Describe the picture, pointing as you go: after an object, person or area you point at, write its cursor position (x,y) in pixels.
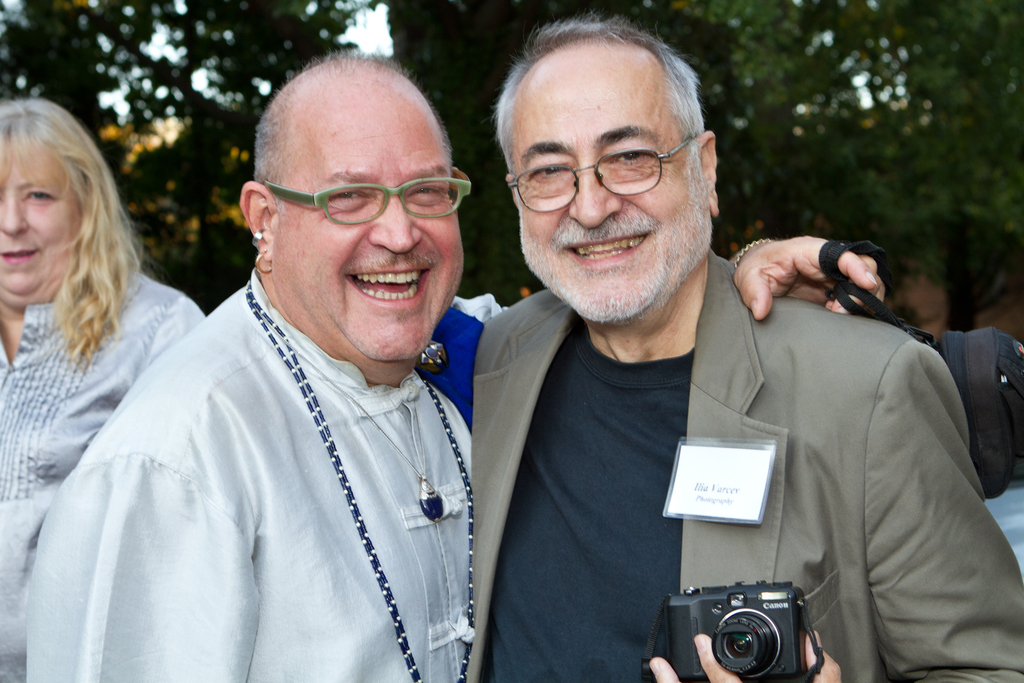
In the foreground (960,648) I can see two persons (965,636) are holding a camera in hand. In the background (136,344) I can see a woman (35,405), trees (212,130) and the sky (169,47). This image is taken during a day.
